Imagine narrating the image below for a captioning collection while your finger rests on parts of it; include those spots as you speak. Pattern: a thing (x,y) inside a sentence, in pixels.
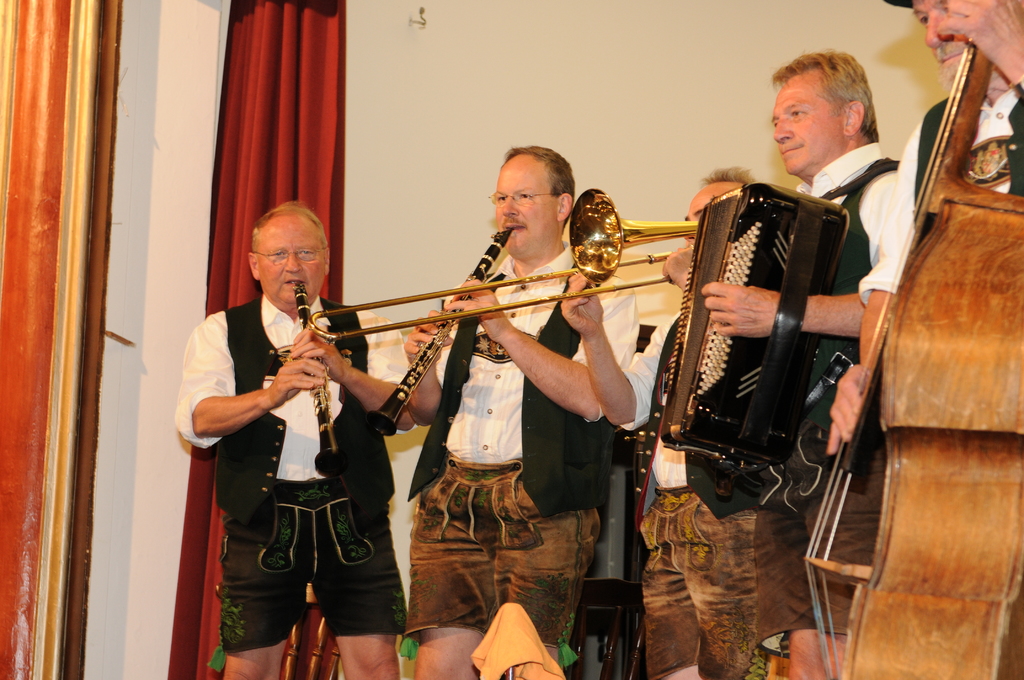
There are people (516,229) playing musical instruments (833,216) in the foreground area of the image (279,378) and curtains (295,18) in the background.
